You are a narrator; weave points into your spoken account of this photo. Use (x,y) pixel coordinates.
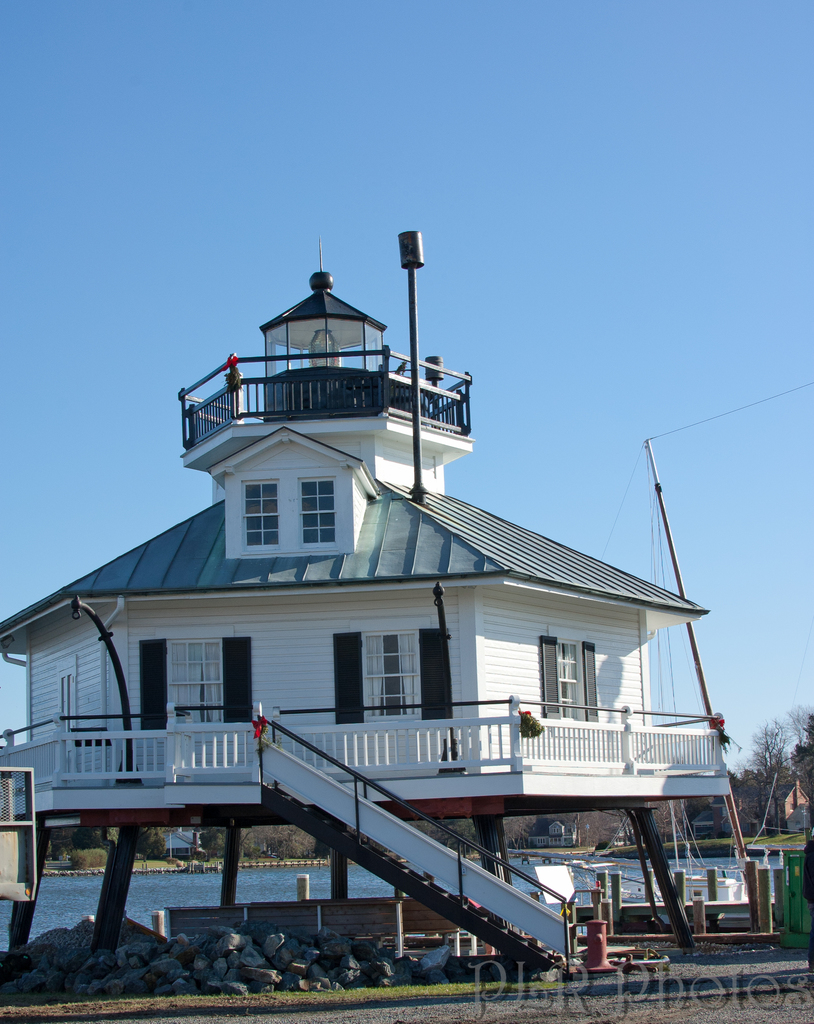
In the center of the image (427,419) there is a house (349,638). There are stones (157,948). There is water (206,886). In the background of the image (776,810) there are trees (764,806).
